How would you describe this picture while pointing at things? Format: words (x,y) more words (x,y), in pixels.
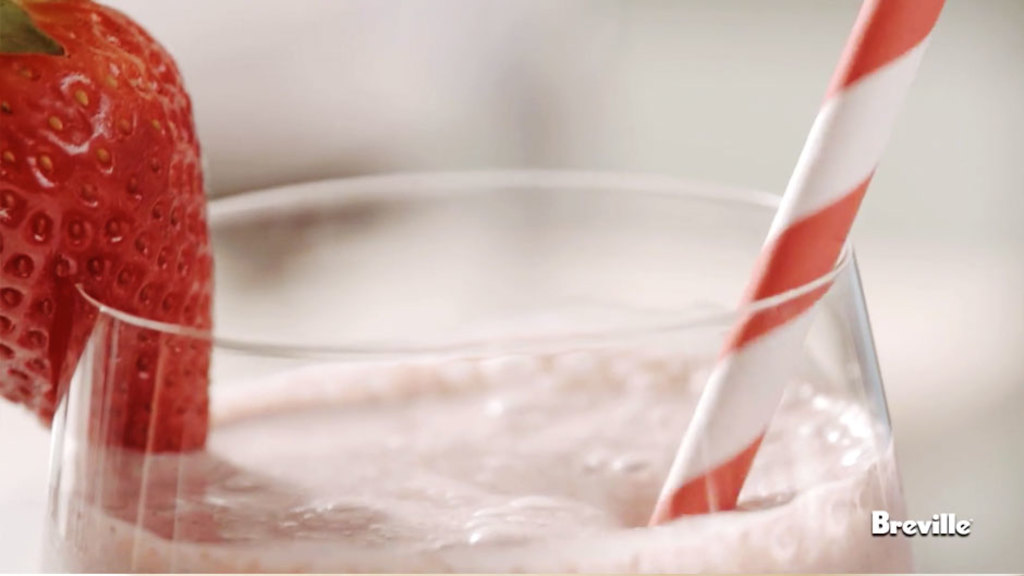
In the image in the center (429,304), we can see one glass (534,299). In the glass (534,299), we can see some juice (538,438), strawberry (102,202) and straw (733,389). In the bottom right of the image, there is a watermark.
